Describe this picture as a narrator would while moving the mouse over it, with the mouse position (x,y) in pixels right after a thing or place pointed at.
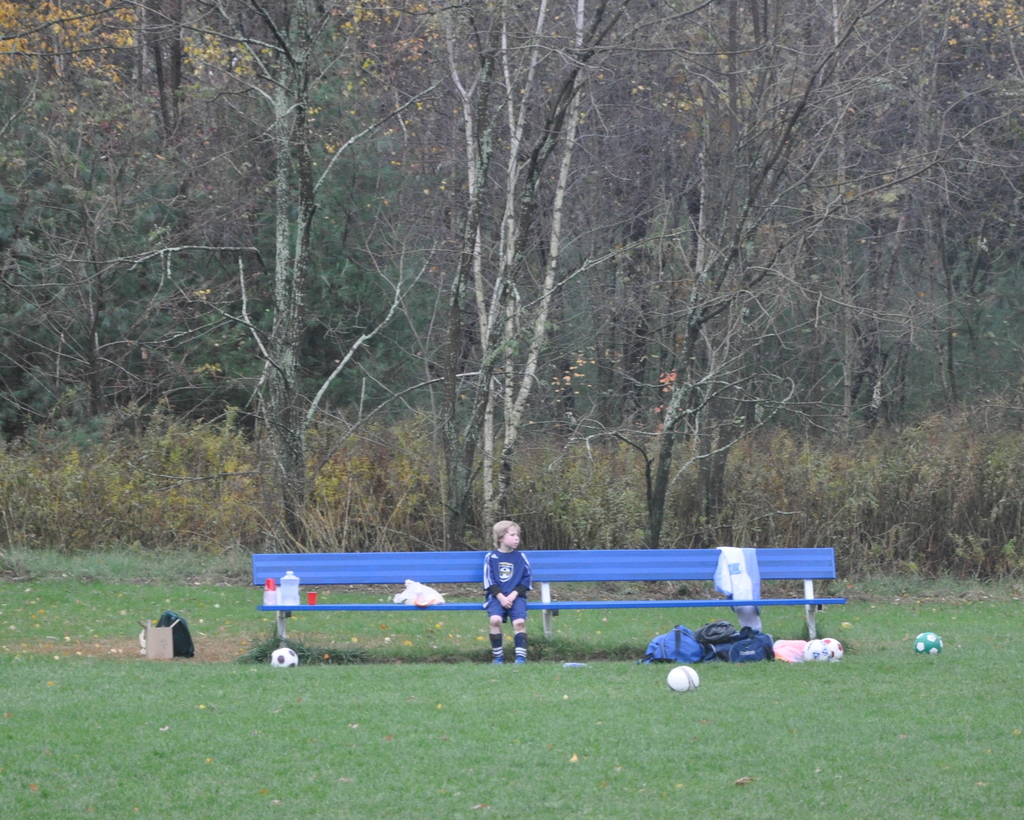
In this picture we can see a child (501,560) sitting on a bench (649,557), bags (702,626), balls (285,666), grass (305,703) and in the background (112,367) we can see trees (399,290).
